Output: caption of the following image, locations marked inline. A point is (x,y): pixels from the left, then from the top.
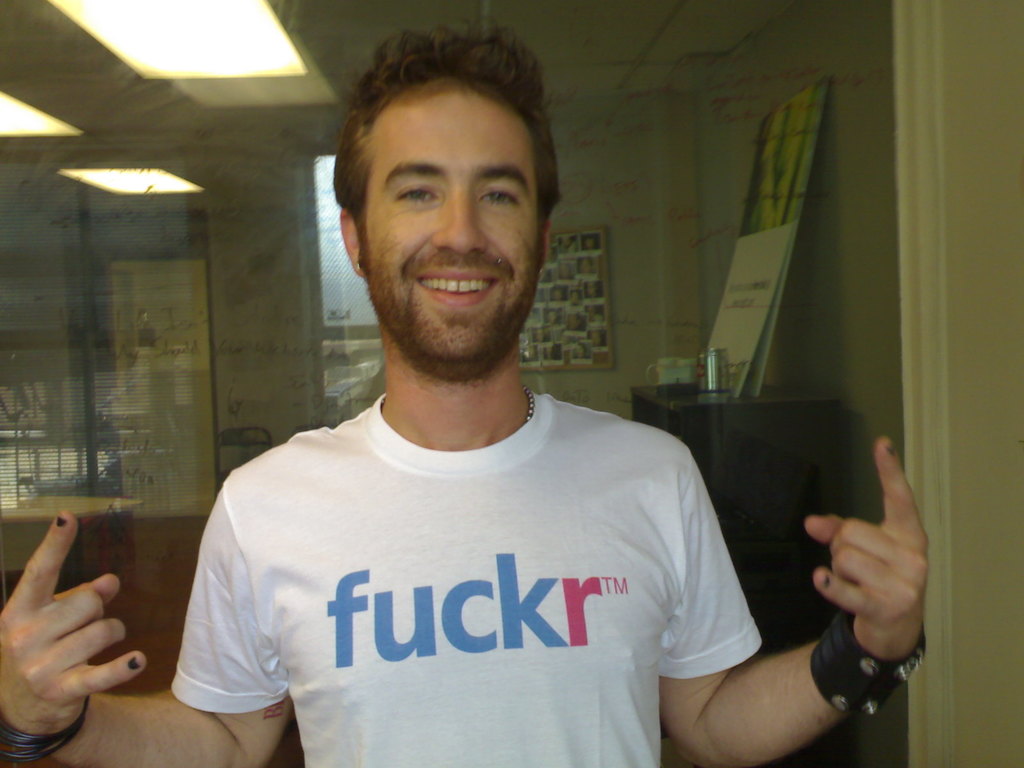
In this image we can see a man (402,600) standing and in the background (785,462) there is a table (762,438) and on the table (758,425) there are few objects (723,378) and a poster (764,222) and there is a picture frame (601,289) to the wall (654,259) and lights (142,184) to the ceiling (355,22).
